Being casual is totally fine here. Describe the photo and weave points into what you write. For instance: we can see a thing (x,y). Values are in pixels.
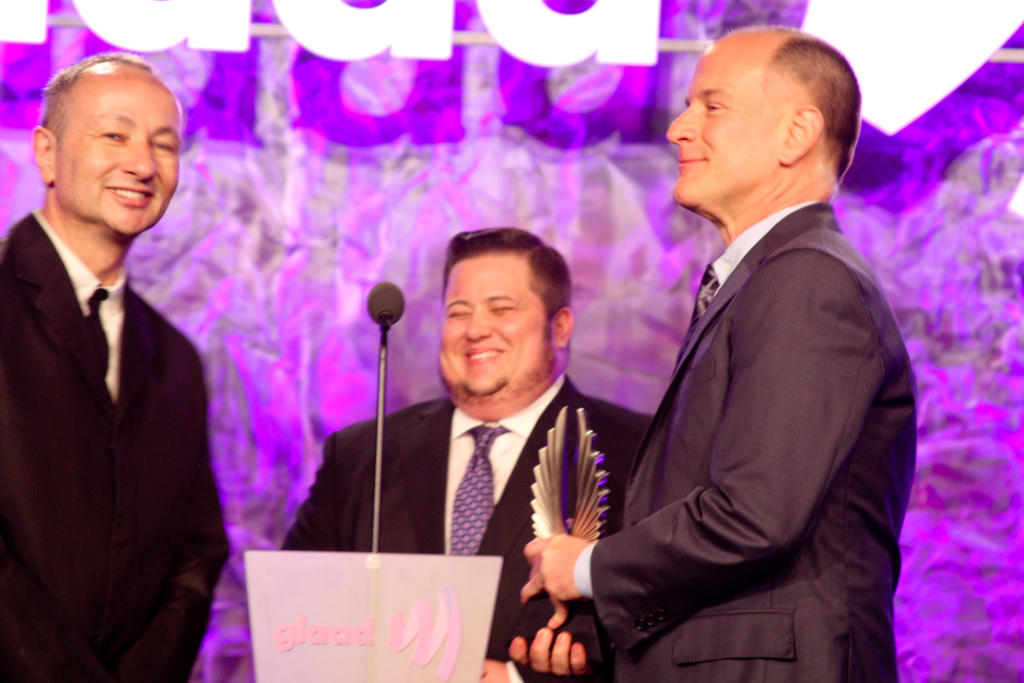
In this image there are three men (92,391) standing. They are wearing suits (727,446). They are smiling. The man (727,307) to the right (689,414) is holding a trophy (541,494) in his hand (555,603). In the center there is a podium (345,622). There is a microphone (384,315) on the podium (379,562). There is text (344,626) on the wall (394,647) of the podium (397,647). Behind them there is a screen (519,91). At the top (236,6) there is the text (206,36).
